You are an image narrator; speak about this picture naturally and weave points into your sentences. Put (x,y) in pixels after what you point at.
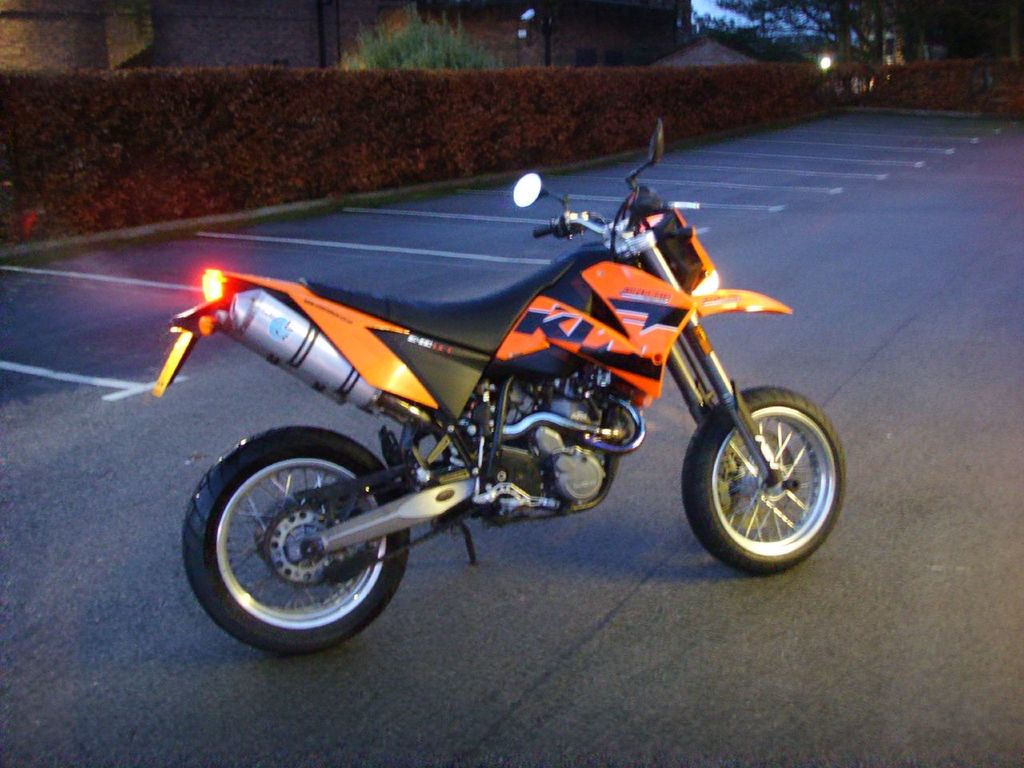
In this image there is a bike (395,503) parked on the road (879,187) in middle of this image (566,379) and there are some plants (519,134) in the background (328,145) and there is a building (272,39) at top of this image (475,28).
